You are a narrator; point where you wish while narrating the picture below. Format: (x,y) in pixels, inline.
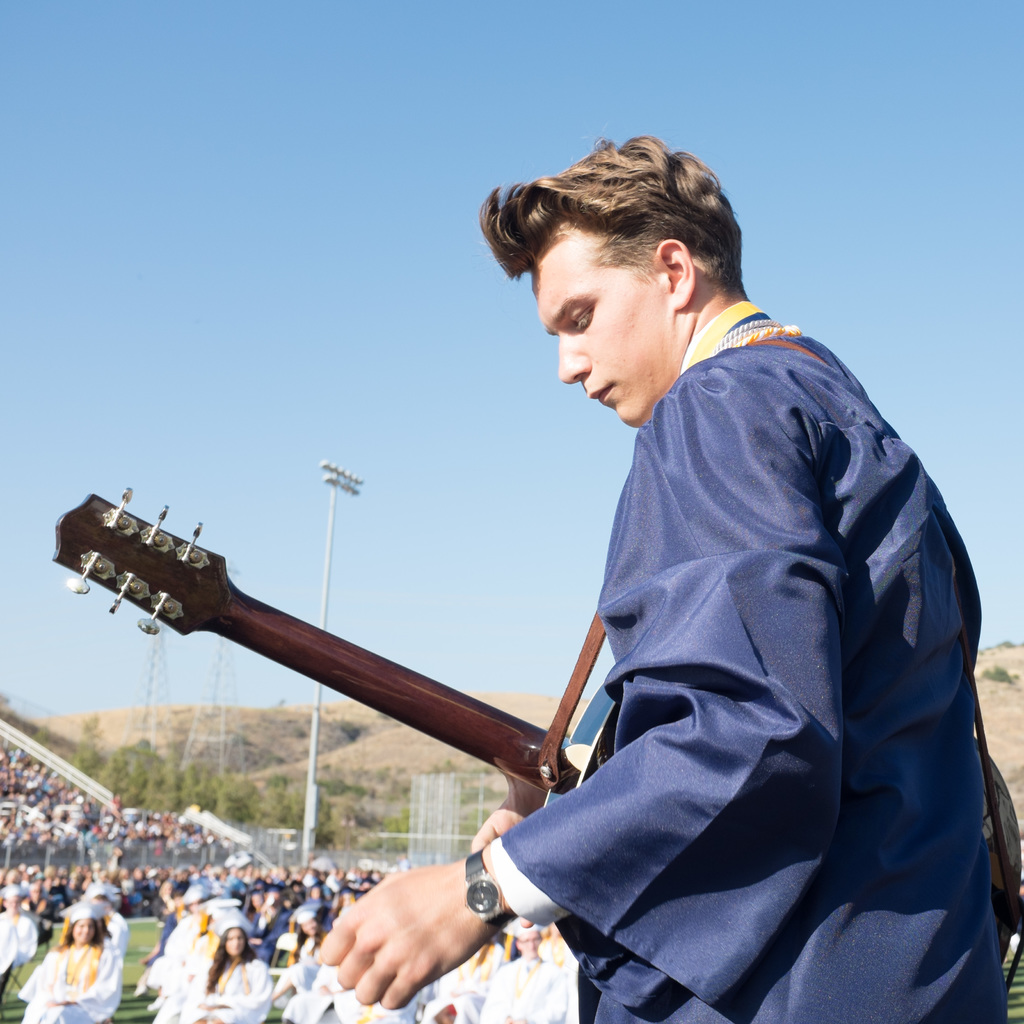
The man (813,641) wearing blue dress (737,579) is holding a guitar (367,674) and there are audience (192,869) in front of him.
